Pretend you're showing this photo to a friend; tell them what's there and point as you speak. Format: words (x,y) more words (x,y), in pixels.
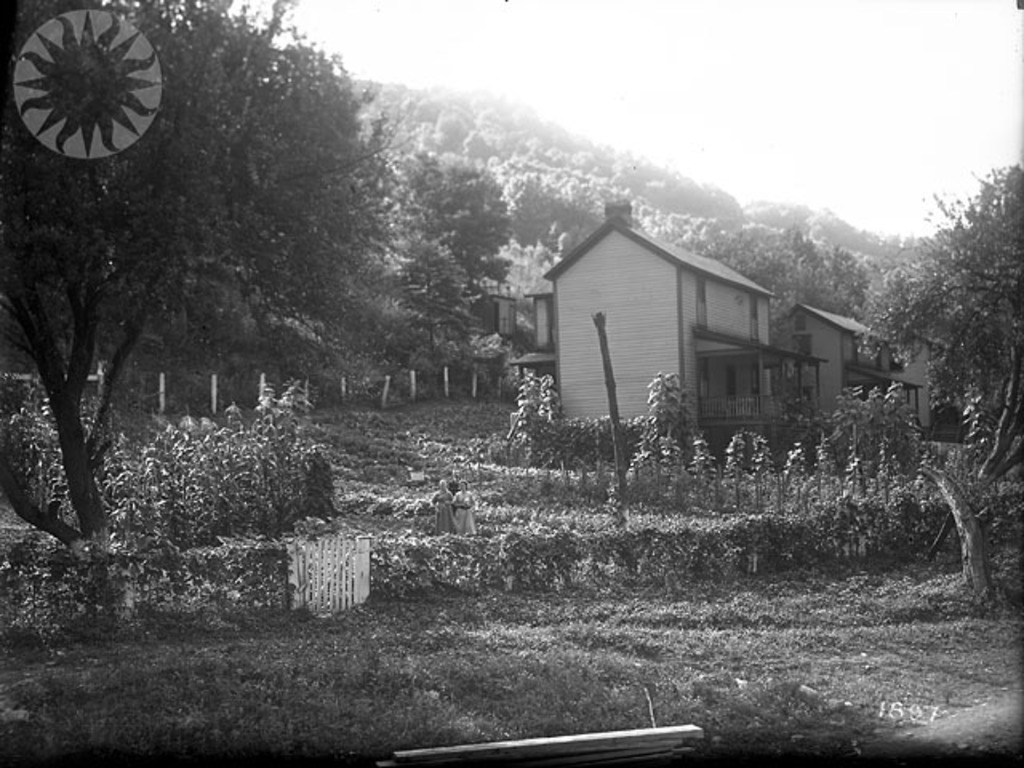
In this picture there are people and we can see plants (260,593), trees (5,239), houses (627,305) and gate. In the background of the image (843,87) we can see the sky (278,36). In the top left side of the image (34,133) we can see logo (64,21).
